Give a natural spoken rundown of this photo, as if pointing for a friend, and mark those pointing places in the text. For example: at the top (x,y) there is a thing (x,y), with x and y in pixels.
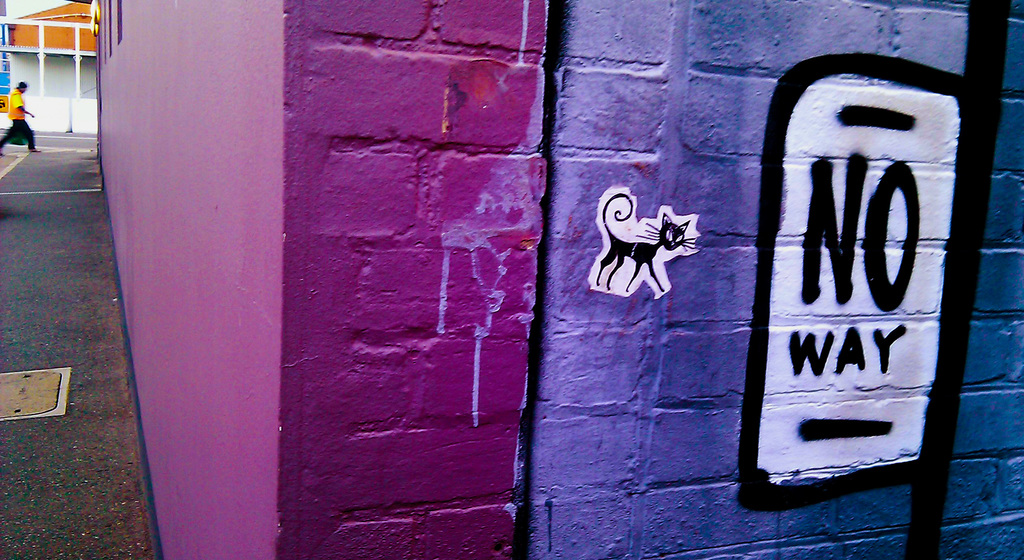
As we can see in the image there is a wall (520,305), houses (79,32) and a person (26,132) walking over here.
